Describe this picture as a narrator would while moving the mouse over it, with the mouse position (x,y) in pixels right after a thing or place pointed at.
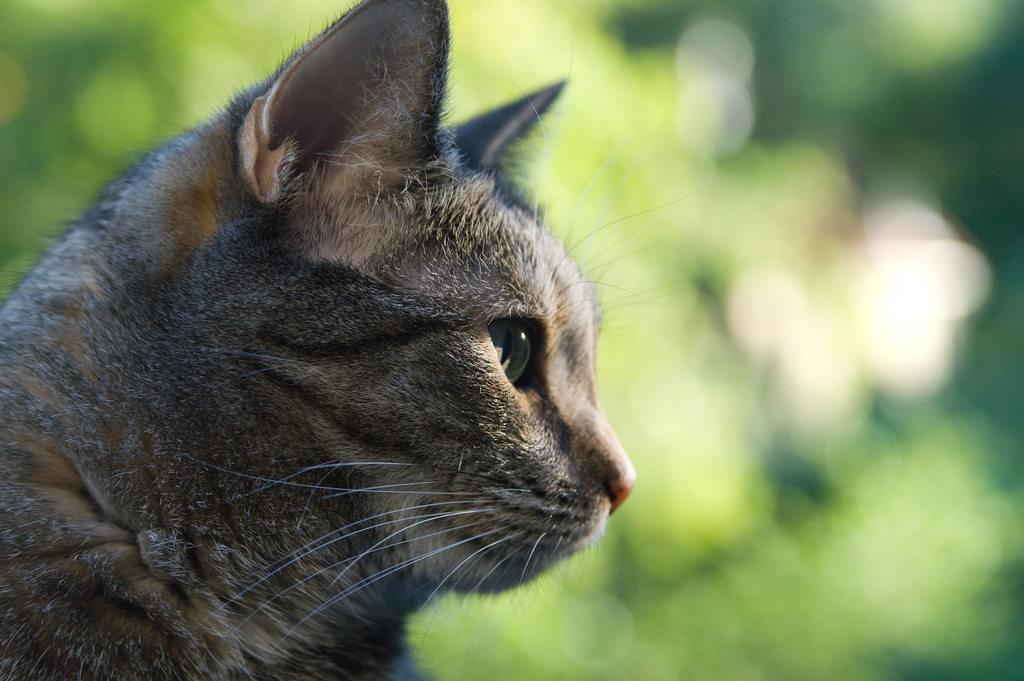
In this picture I can see a cat (282,440) and I can see blurry background (785,613).
